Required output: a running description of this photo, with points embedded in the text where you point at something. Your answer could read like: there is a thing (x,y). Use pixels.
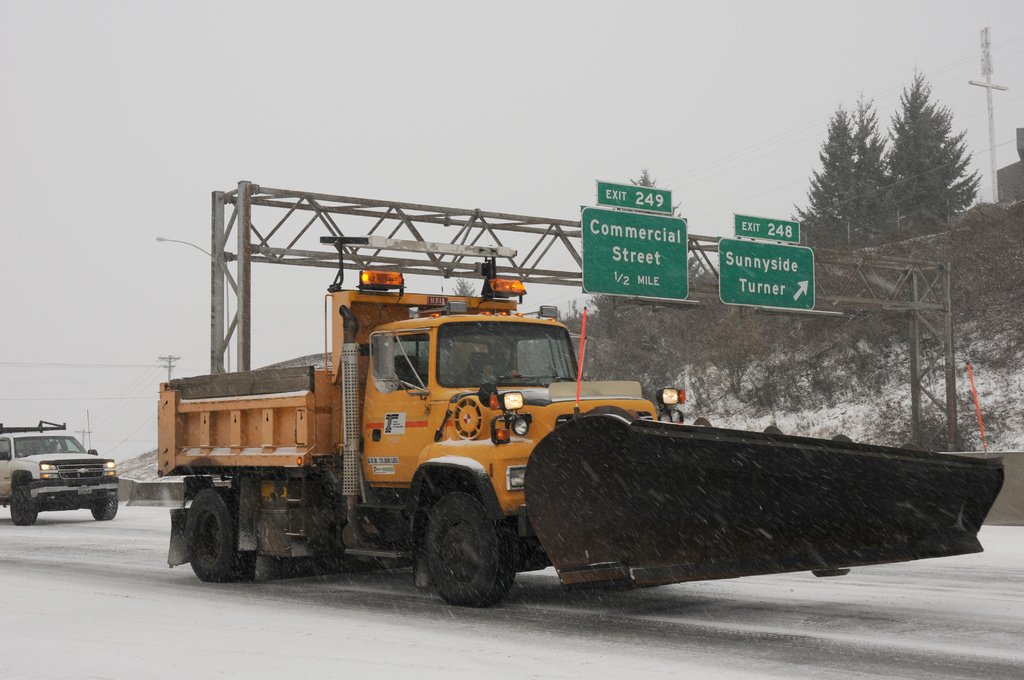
In this image, we can see two vehicles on the road (381,656). Background (919,290) we can see rods (950,323), trees (608,304), name boards (621,296), sign boards (748,271), plants (993,273), snow (48,669), poles (945,344), wires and sky (642,167).
